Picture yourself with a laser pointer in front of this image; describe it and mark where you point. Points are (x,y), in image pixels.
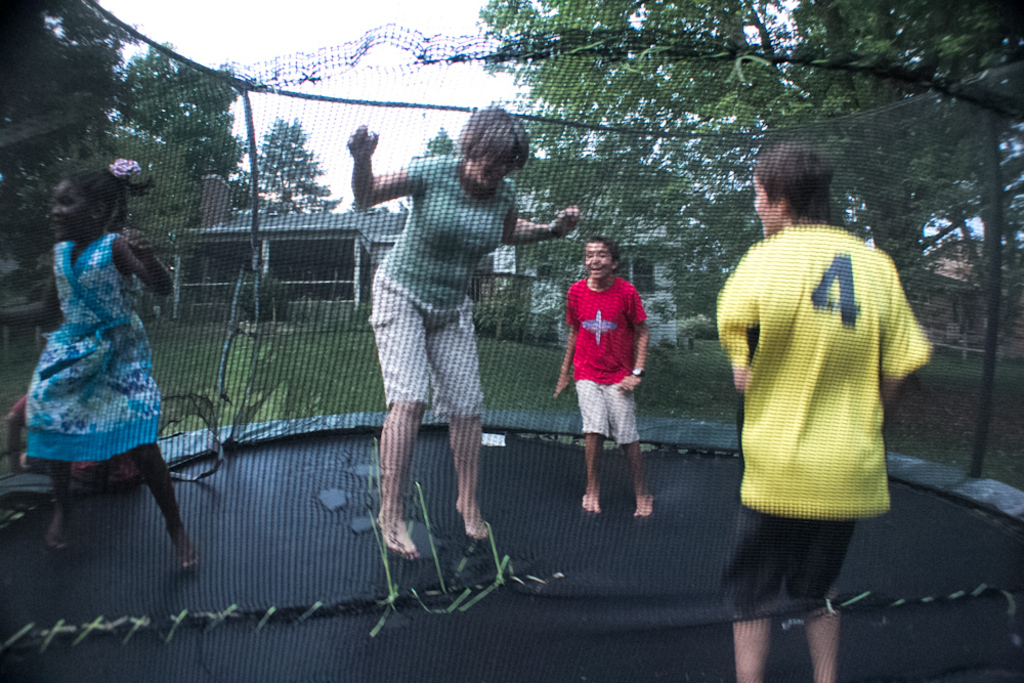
In this image, we can see a net fence (305,361). On the net fence (299,374), we can see four people (600,457) are jumping on the mat (654,507). In the background (367,256), we can see some trees (31,191), house (373,246). At the top (282,16), we can see a sky (304,20).
